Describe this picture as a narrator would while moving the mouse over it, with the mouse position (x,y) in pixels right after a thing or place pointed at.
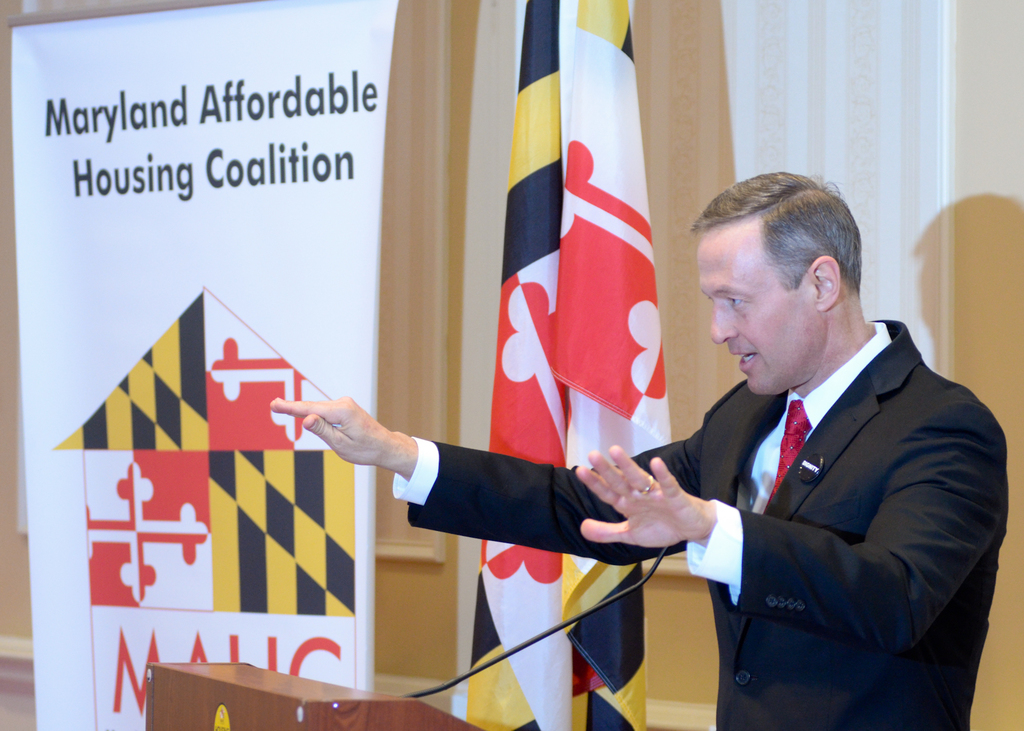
Here I can see a man (768,540) wearing black color suit (852,507), white color shirt (771,450), standing and talking something. Beside this man (868,525) there is a podium (286,700) to which a microphone (586,612) is attached. In the background (584,582) I can see a flag (576,289) and a white color banner (231,323) which is attached to a wall (54,8). On the banner (196,454) I can see some text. On the top of the image (971,119) I can see a wall (970,170).
